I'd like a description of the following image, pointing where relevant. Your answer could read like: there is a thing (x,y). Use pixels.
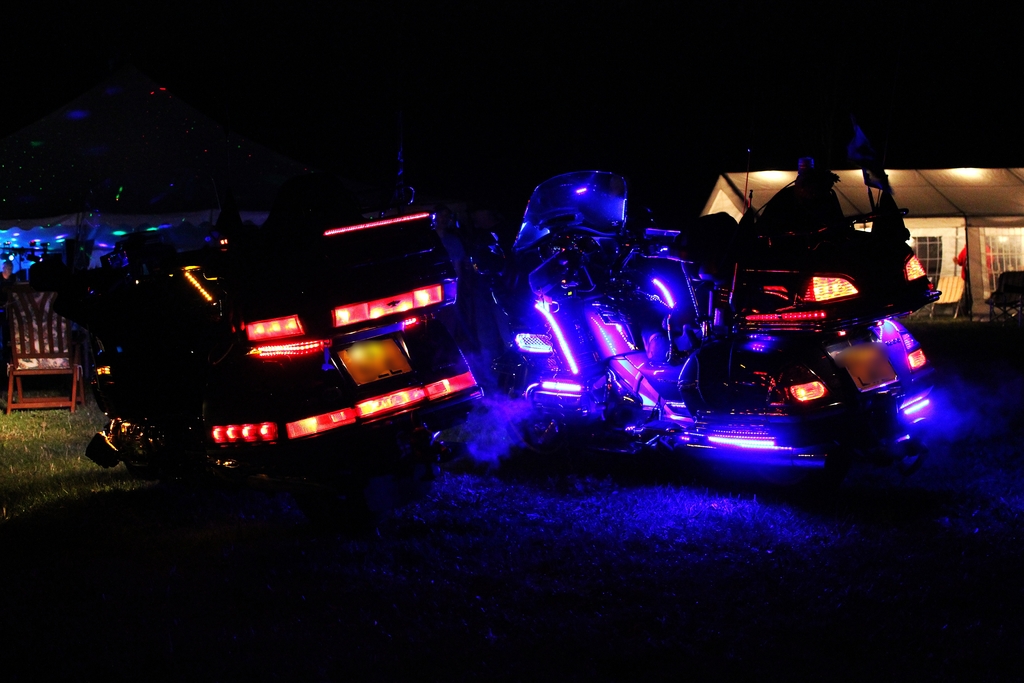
In this picture we can see some machines (326,389) and a chair (42,338) on the grass path (384,516) and behind the machines (678,276) there is a tent (975,220) and a dark background (767,75).
